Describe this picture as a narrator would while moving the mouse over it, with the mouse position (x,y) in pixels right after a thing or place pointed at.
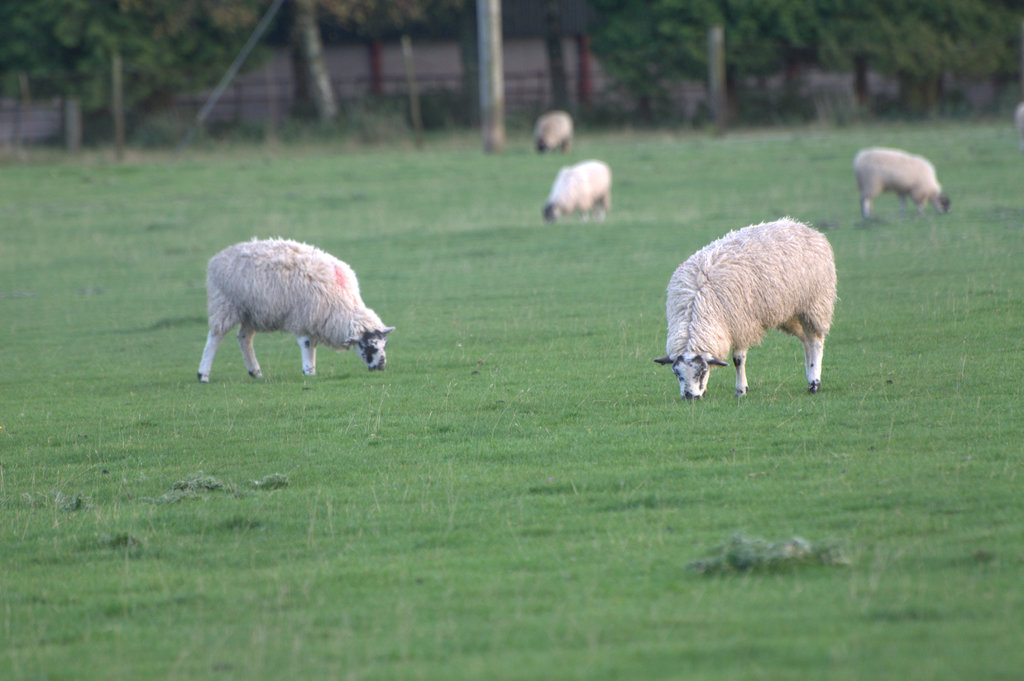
In this picture we can see five sheep (289,261) are grazing, at the bottom (370,516) there is grass (387,490), in the background (614,37) we can see some trees (553,44).
